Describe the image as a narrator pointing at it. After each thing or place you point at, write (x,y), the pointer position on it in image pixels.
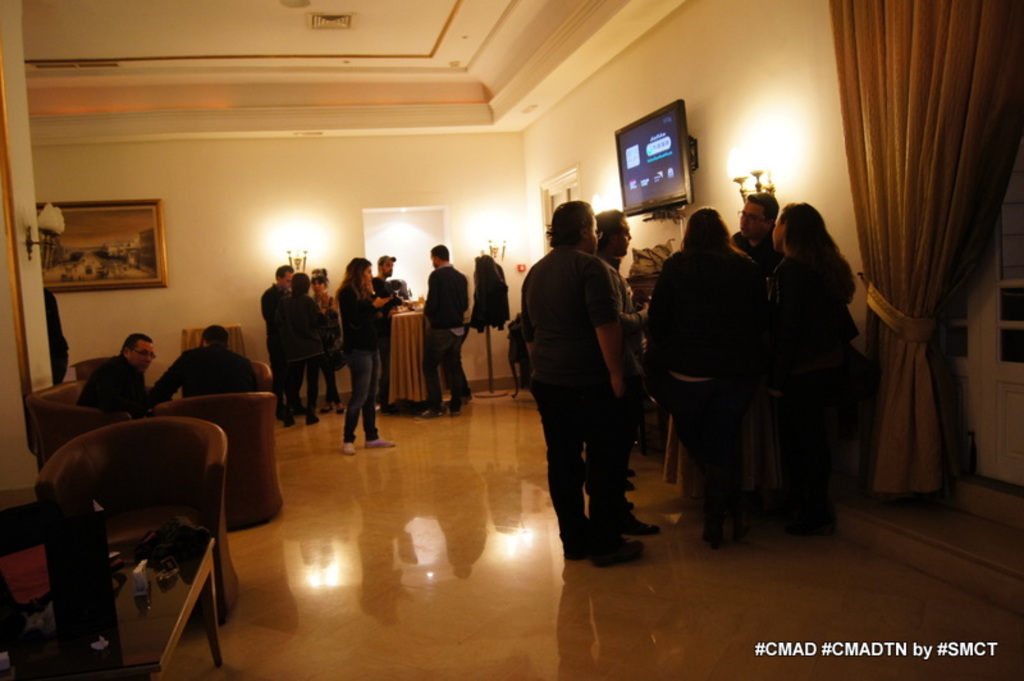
In the foreground of this image (147,600), there is a table (149,621) and a sofa (107,532) on the left side (140,479) and on the right (727,441) there are group of people (719,417) standing on the floor (290,447). In the middle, there are two men (142,376) sitting on the sofa (258,419). In the background (315,382), there are persons (383,372) standing in tables (411,350) and we can also see the table (395,369), wall (216,203), lights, frame (145,228), ceiling (235,115), screen (683,164), curtain (934,340) and a door (1016,359).
